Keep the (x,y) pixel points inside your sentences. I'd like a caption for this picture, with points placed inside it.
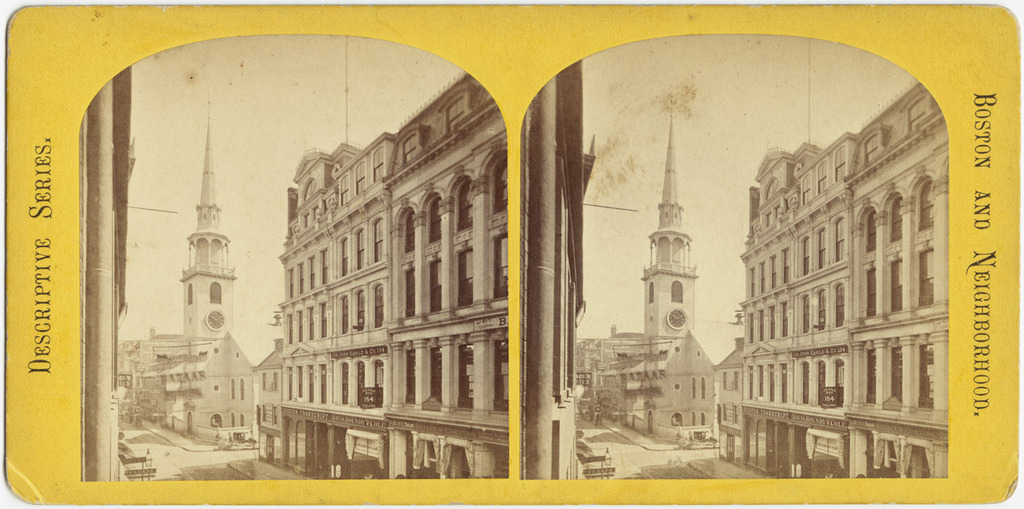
This image consists of a poster (404,313). There are two collage image. On the right (748,398) there are buildings (715,405), tower (674,272), road (642,464), text (975,237). On the left (315,297) there are buildings (336,379), tower (211,293), road (207,472) and text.
